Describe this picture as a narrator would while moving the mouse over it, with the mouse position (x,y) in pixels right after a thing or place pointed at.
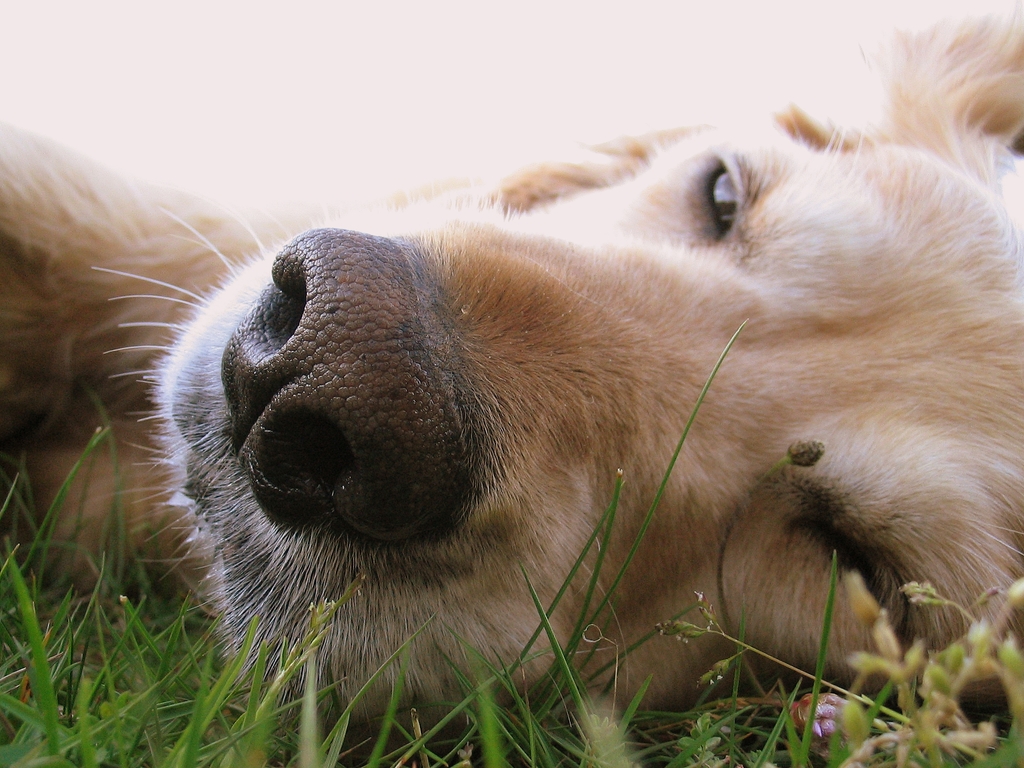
In the picture we can see a face (646,693) of the dog (883,430) which is lying on the grass surface (112,586) and the dog (661,669) is cream in color and black color nostrils (336,511) and under it we can see white hair (202,490).
